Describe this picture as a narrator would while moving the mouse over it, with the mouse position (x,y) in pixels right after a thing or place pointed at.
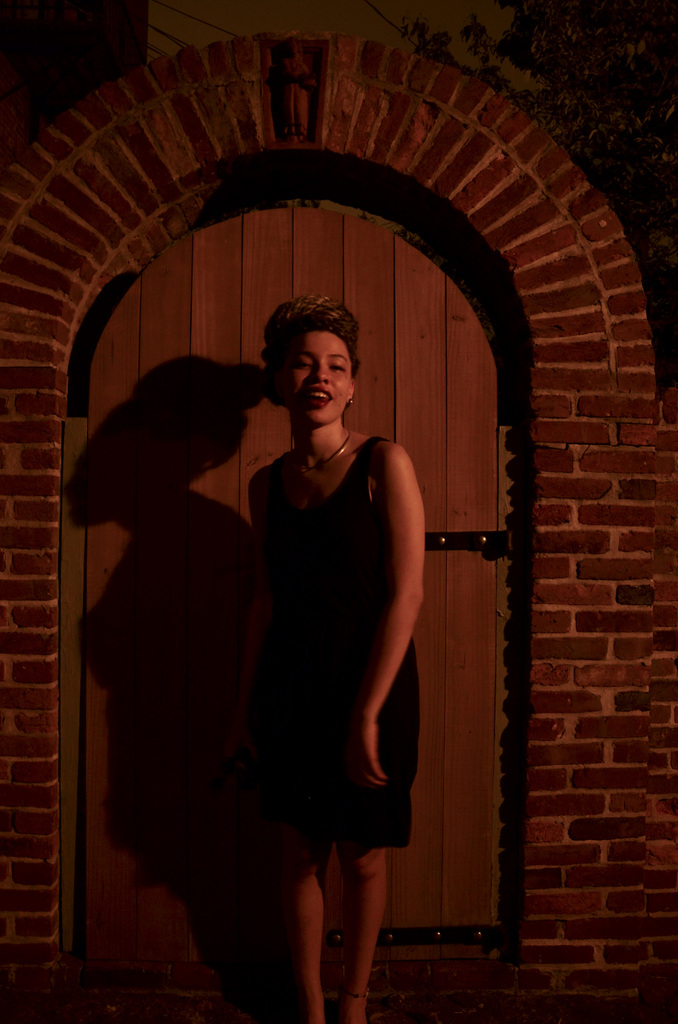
In this image I can see a woman (332,577) is standing and smiling. The woman (329,624) is wearing black color clothes (335,614). In the background (415,394) I can see a door (433,425) and other objects (49,571).
